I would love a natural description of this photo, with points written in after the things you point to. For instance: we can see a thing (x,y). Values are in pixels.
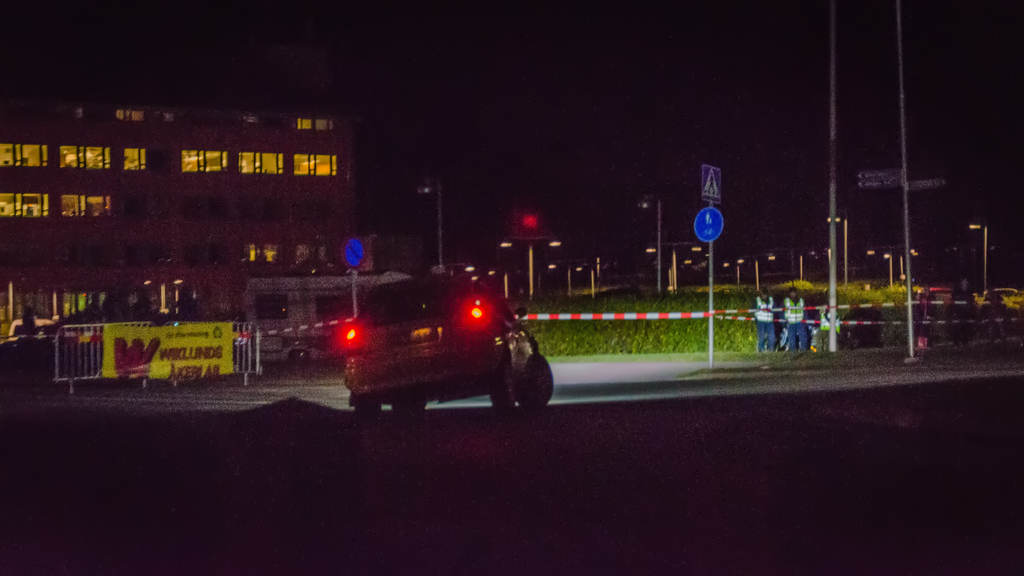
In this picture we can see group of people (761,291) and few vehicles (396,367), in the background (845,300) we can see few poles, sign boards (694,221), grass (637,303) and buildings (202,213), and also we can see lights (282,169).
